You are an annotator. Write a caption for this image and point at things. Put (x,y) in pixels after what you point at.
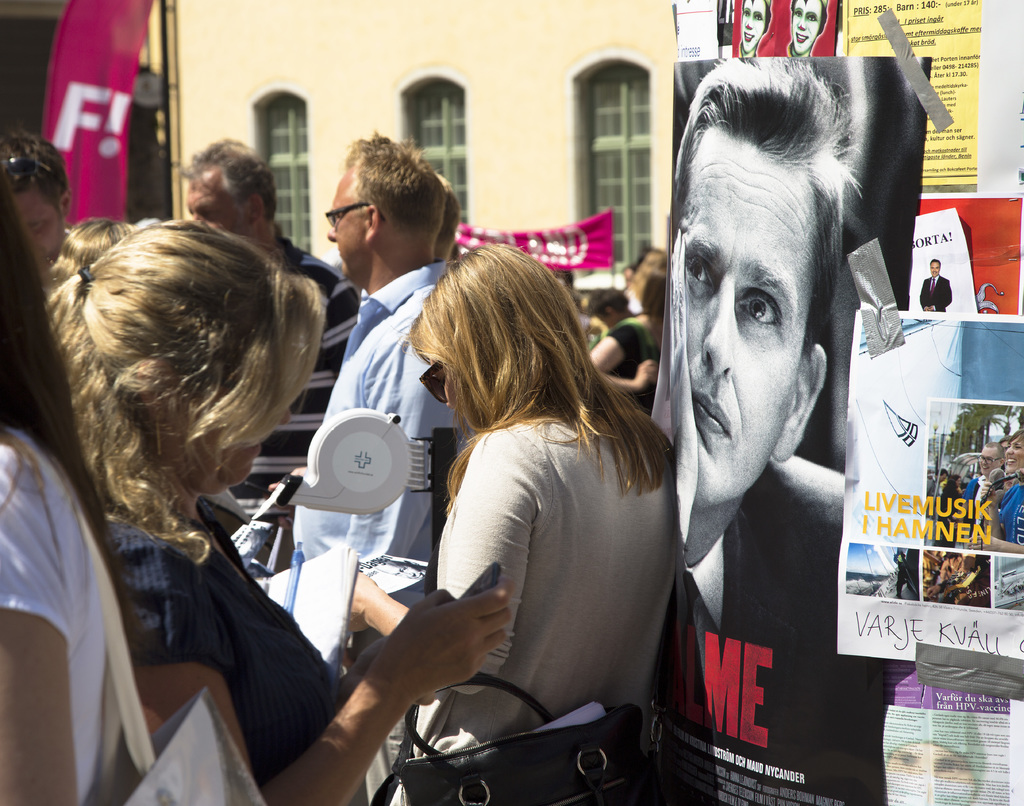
In this picture we can see some people (511,402) are standing, a woman (188,292) in the front (353,729) is holding a mobile phone (489,588), a woman (530,556) on the right side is carrying a bag (539,711), there are some posters (847,157) pasted on the right side (869,159), in the background (524,48) there is a building (476,53), we can see a banner (559,233) in the middle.
